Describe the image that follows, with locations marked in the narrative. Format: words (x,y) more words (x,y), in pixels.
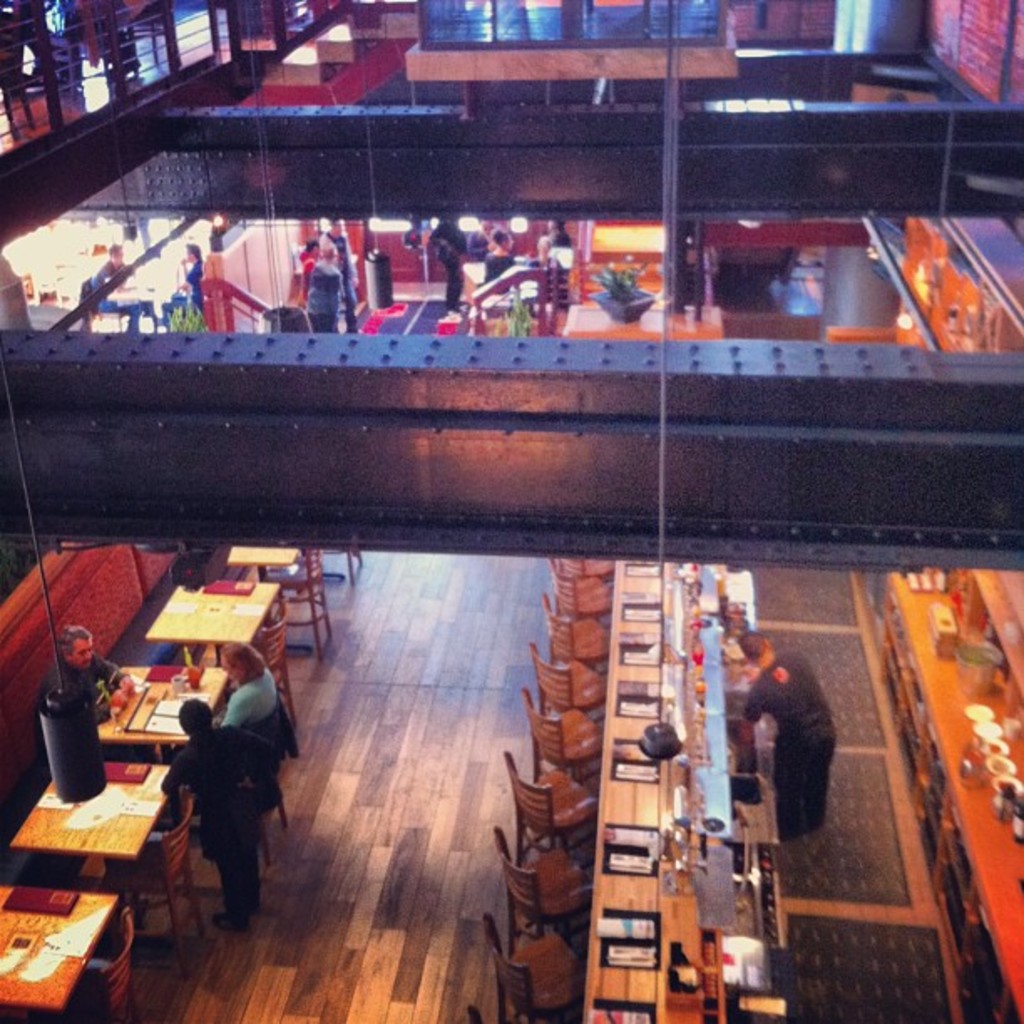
There are group of tables (182,739) and chairs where some people (242,674) sat in it and remaining were left empty.
